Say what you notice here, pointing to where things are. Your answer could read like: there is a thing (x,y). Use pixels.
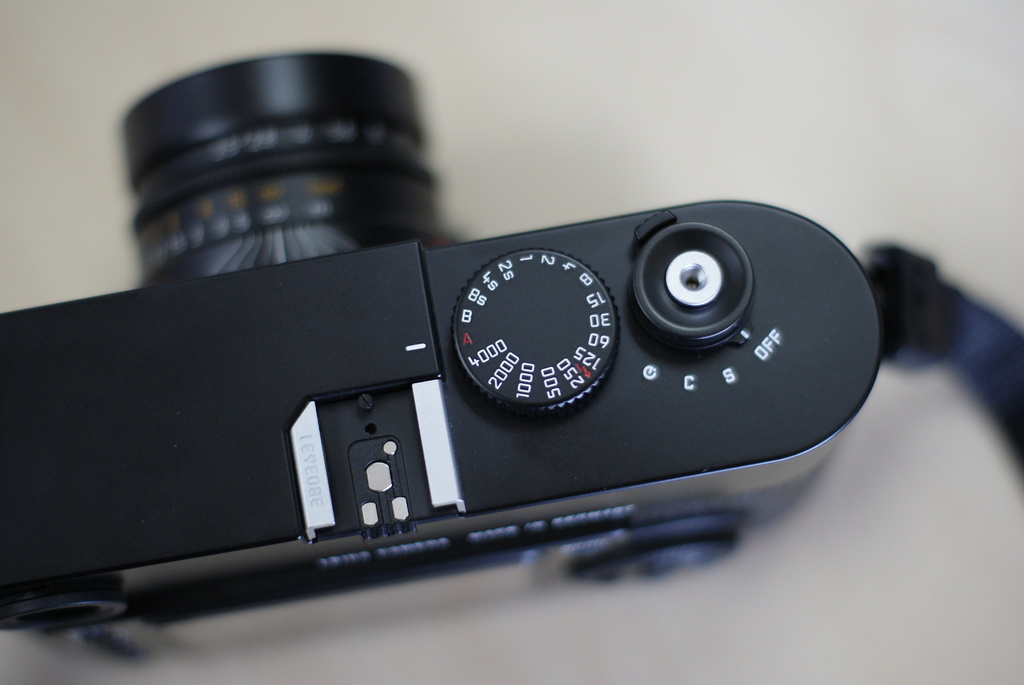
In this image I can see a black color camera (420,217).
